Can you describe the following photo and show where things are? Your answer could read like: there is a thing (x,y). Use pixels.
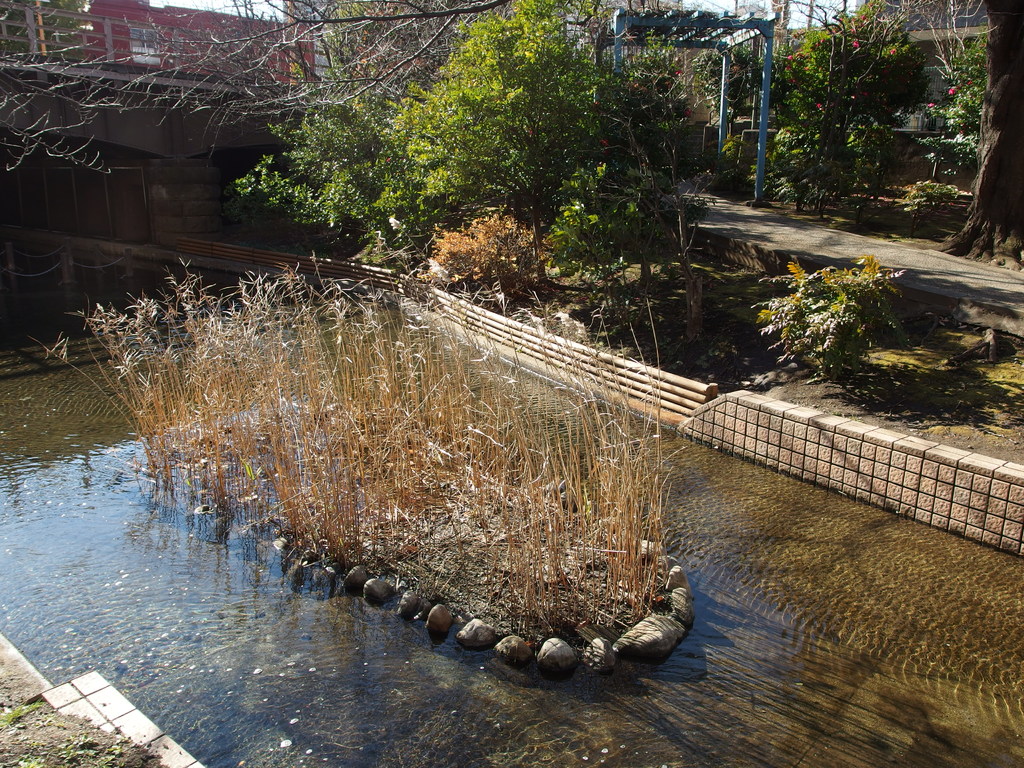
This picture is taken from outside of the city. In this image, in the middle (566,471), we can see some plants (562,578) and stones (553,653) which are placed on the water (622,733). On the right side (1012,137), we can see some trees (969,150), plants (907,79), flowers (818,46), pole (767,117). In the left corner (93,685), we can see a land (72,741) with some grass (109,759). In the background (235,41), we can see a building (245,25), trees (610,196), plants (609,214). At the bottom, we can see some plants (22,765) and a grass (571,463).
